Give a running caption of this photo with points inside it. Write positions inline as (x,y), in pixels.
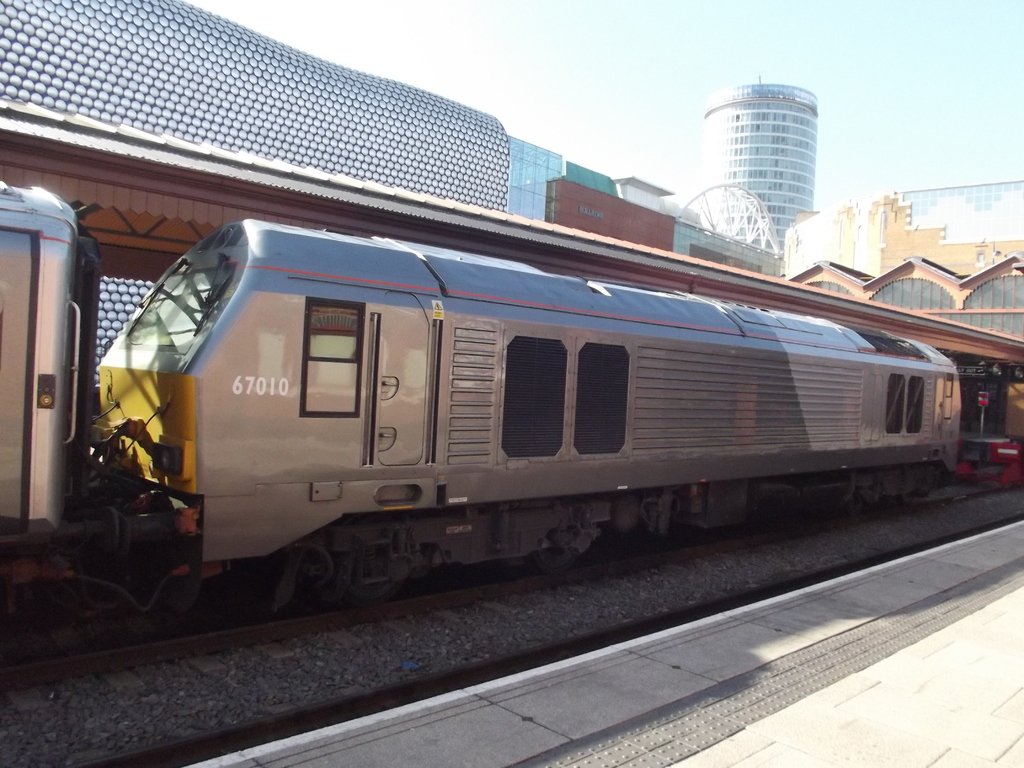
In this picture we can see a platform (850,647) in the bottom right (807,711). We can see a train (894,496) on a railway track (204,636). There is a shed (87,165) and other objects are visible on the left side (81,184). We can see some buildings (712,166) in the background (789,144). Sky (819,157) is blue in color.
